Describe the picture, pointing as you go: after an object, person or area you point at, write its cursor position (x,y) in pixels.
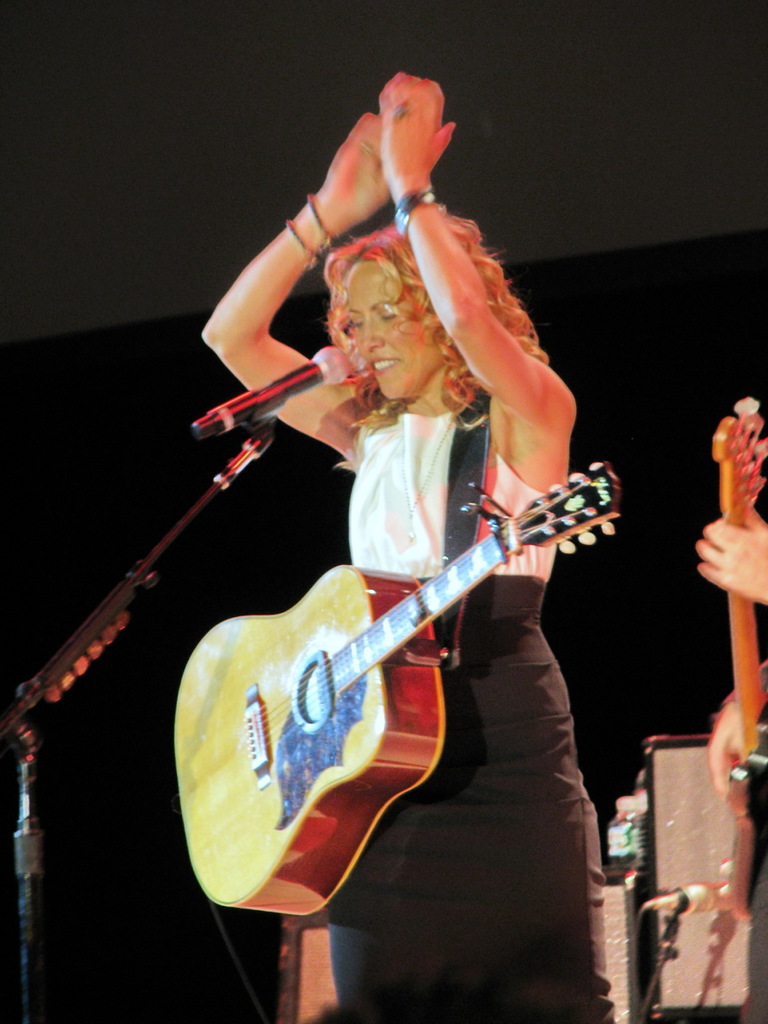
In this picture we can see a woman (384,190) standing and smiling, and holding a guitar (378,608), and in front (260,399) here is the micro phone (267,406) and stand (131,580).
